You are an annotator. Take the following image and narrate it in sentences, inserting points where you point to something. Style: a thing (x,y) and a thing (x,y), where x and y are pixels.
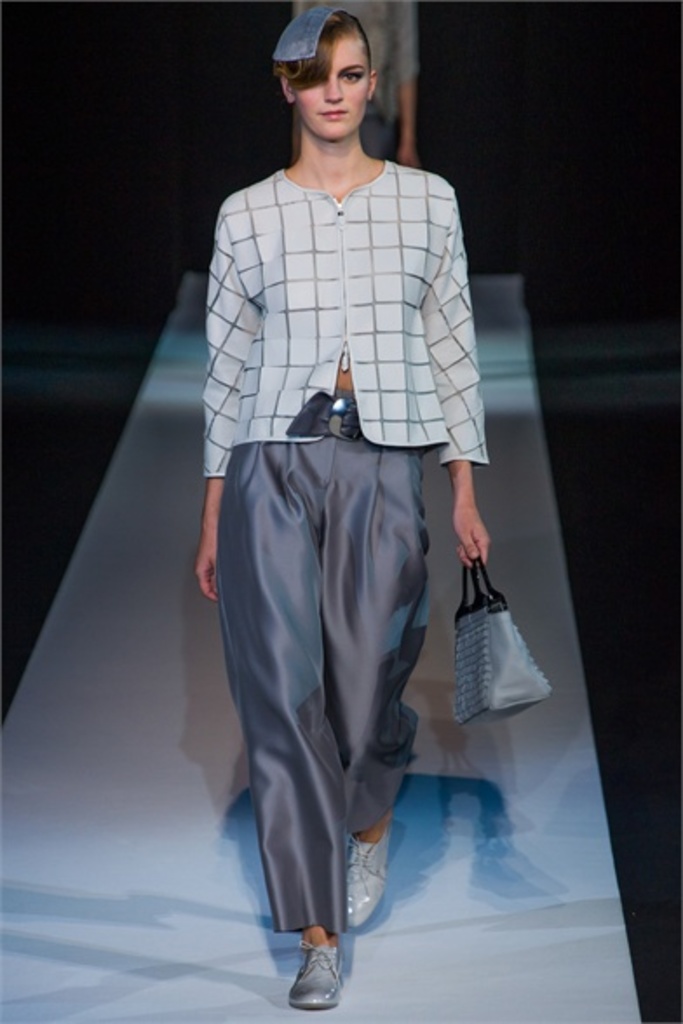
As we can see in the image there is a woman (325,294) walking and holding handbag (489,677).
